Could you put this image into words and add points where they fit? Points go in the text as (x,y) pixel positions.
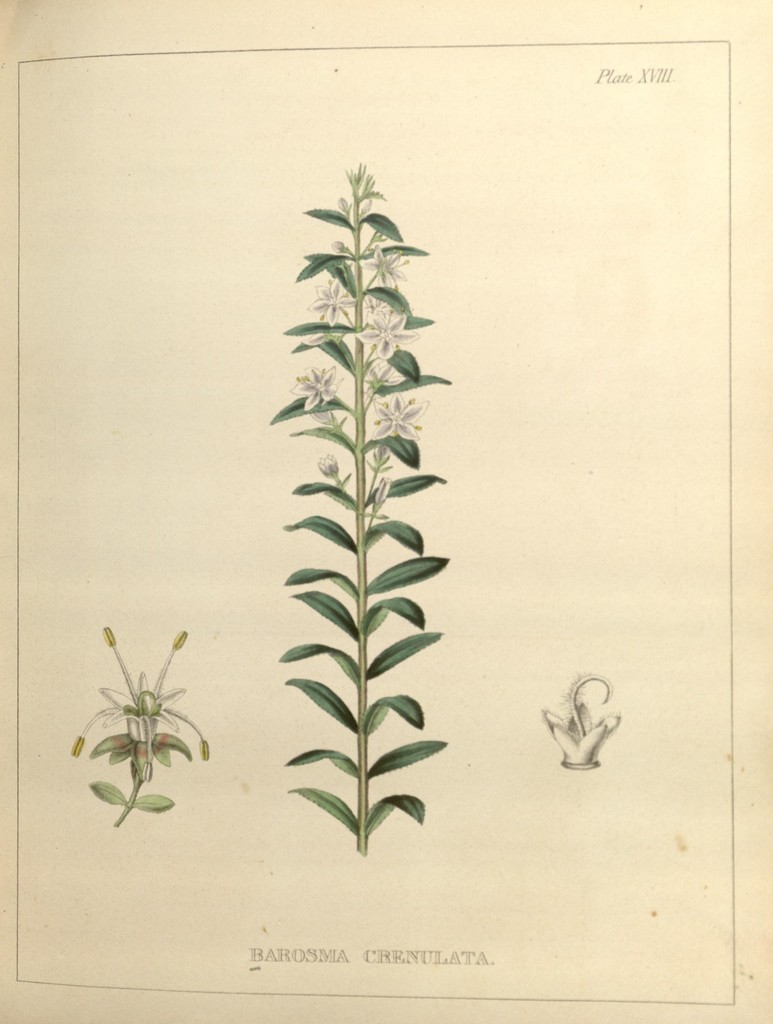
In this image I see a paper (250,295) on which there are pictures (400,330) of plants (167,746) and I see the flowers (119,693) and I see few words (393,955) written and I see the lines (17,928).
